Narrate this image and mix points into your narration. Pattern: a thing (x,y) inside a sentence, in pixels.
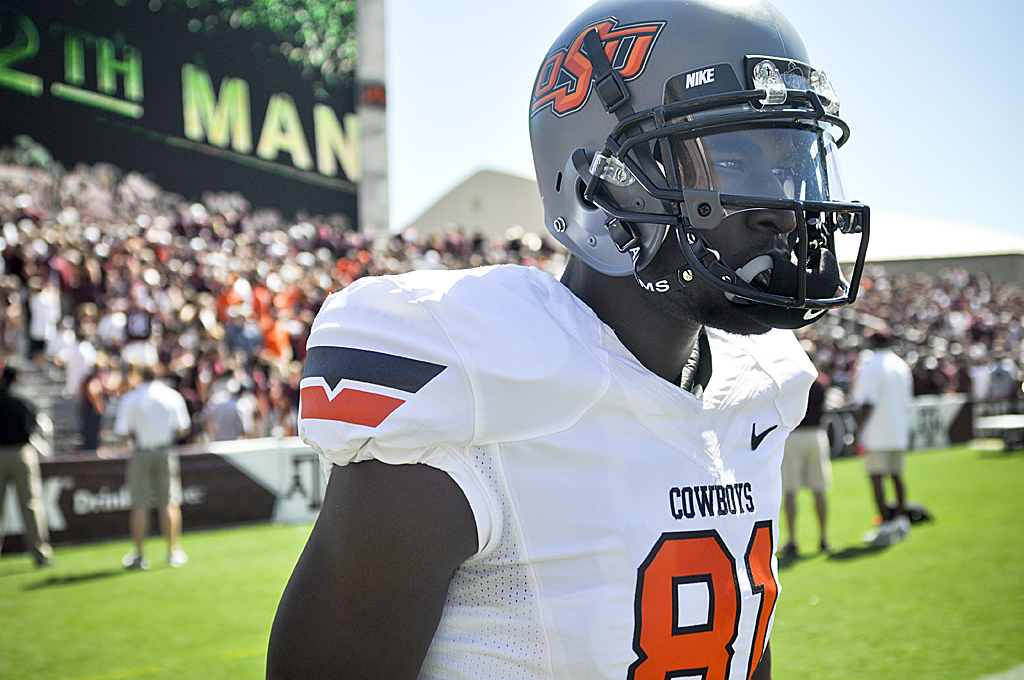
This picture is clicked outside. In the foreground (612,319) there is a person (687,179) wearing a helmet (595,204), white color t-shirt (668,525). In the background (8,453) we can see the group of people (283,359) and we can see the sky (464,23) and a banner (267,20) on which we can see the text (223,90). The ground (235,543) is covered with the green grass (988,515).
